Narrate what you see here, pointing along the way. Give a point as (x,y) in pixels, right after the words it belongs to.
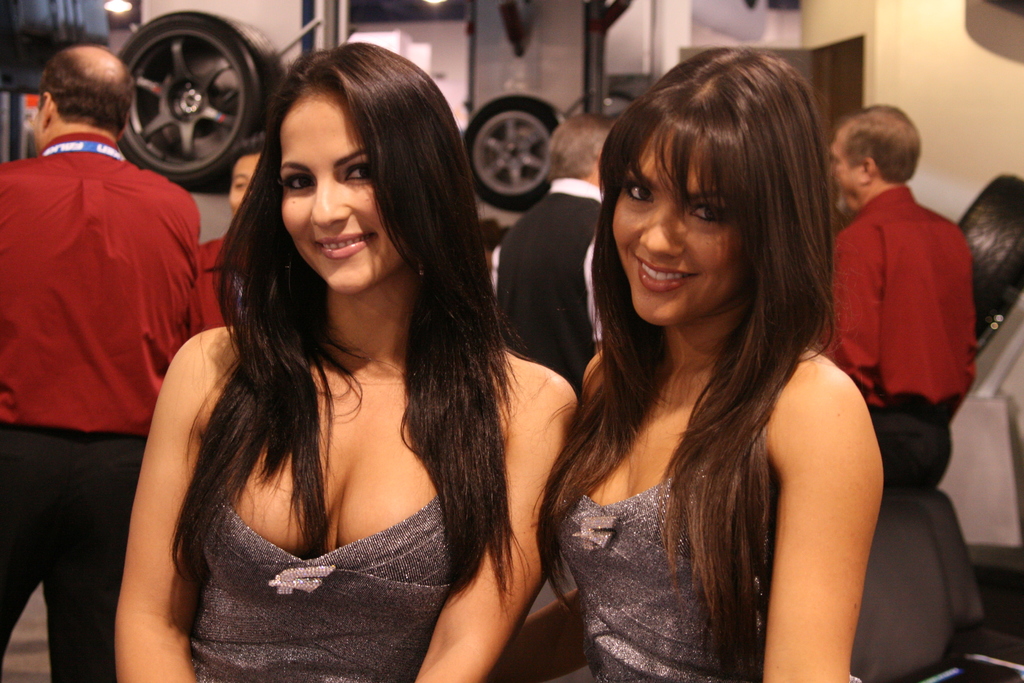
In the image there are two women (312,318) standing in the front (673,362) smiling, both are wearing grey color dress (411,571) and in the back (83,170) there are few men (70,252) standing in front of the wall (987,180) with tires (547,142) on it.
